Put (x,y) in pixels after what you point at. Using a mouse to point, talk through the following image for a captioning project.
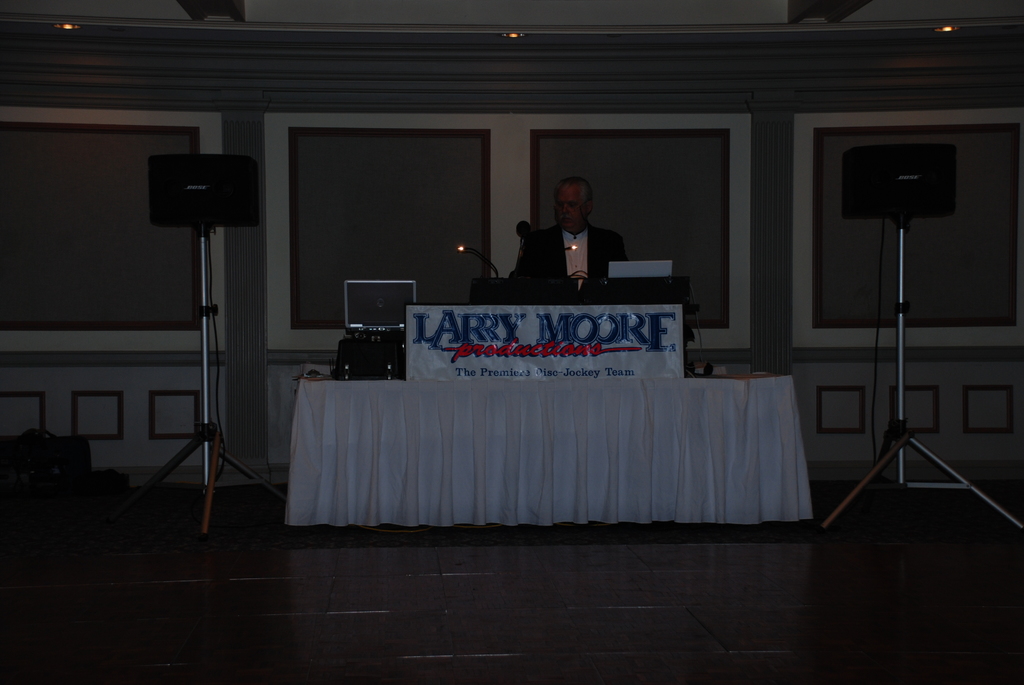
In the middle of this image (501,432) there is a table (524,421) which is covered with a white color cloth (528,458). On the table (432,426), I can see a monitor (383,329), a board (477,334) and some other objects (381,361). Behind the table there is a podium (551,300) and behind this a man (574,238) is standing. On the both sides of the table (589,445), I can see two metal stands (205,249). At the top of these metal stands (903,418) two speakers (242,196) are attached. At the bottom (437,614), I can see the floor (380,614). In the background (467,108) there is a wall (459,81). On the left side (62,485), I can see few objects (85,477) on the floor (34,510).
